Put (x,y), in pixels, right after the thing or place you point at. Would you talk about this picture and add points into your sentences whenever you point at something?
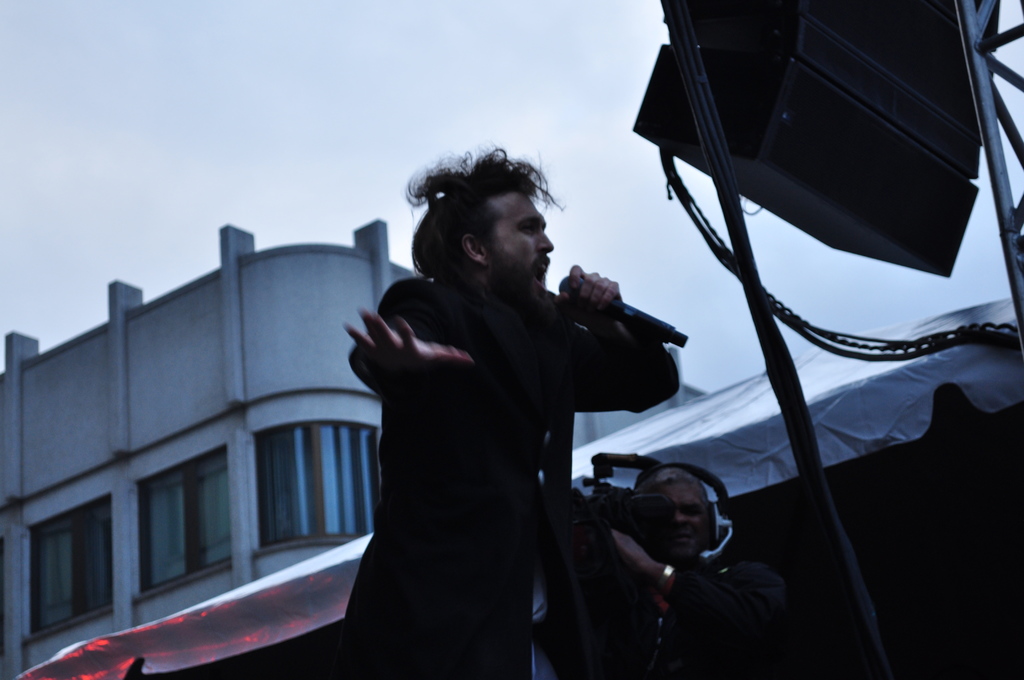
In the image there is a man (506,349) singing a song and behind him another person (634,557) is shooting the video and there is some instrument (813,231) in front of him and in the background (290,429) there is a building (47,405).
